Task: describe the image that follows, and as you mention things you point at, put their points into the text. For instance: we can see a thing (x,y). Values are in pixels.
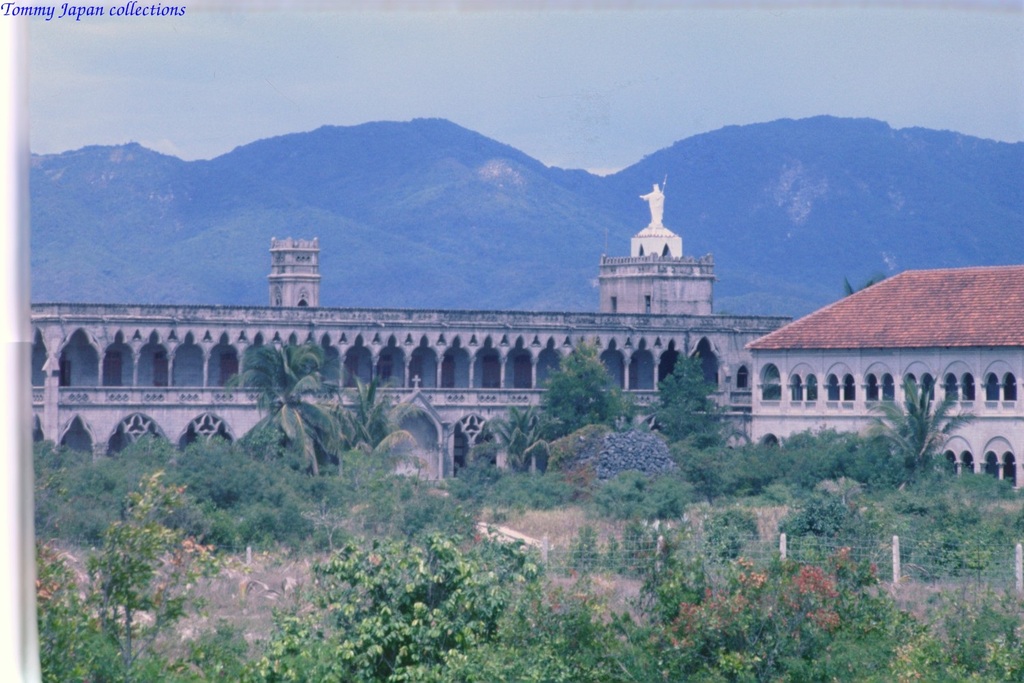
In this image we can see trees (439,553), fences (632,560), lawn straw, buildings (625,381), statues (658,212), hills (422,168) and sky (810,105).
